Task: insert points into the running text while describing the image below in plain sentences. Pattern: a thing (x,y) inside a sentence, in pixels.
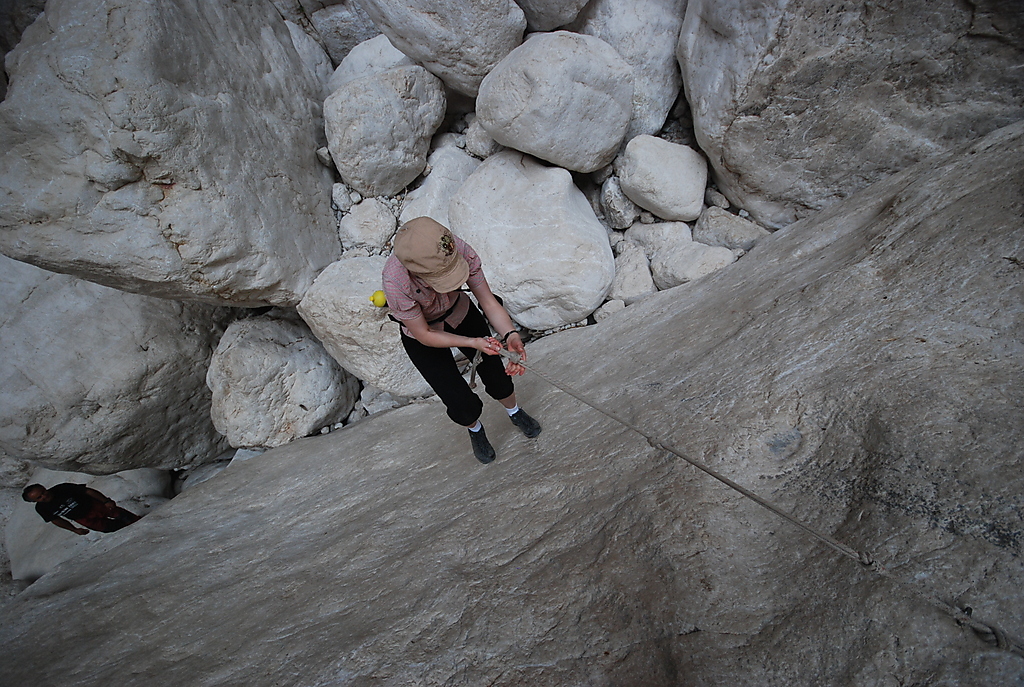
In the middle of the image (419,261) there is a person (420,276) with a cap (420,247) on the head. And the person (495,343) climbing a rock (838,562) and holding the rope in the hand (480,340). Behind the person (498,384) there are rocks (129,108), stones (160,341) and also there is a man (56,507) standing.
